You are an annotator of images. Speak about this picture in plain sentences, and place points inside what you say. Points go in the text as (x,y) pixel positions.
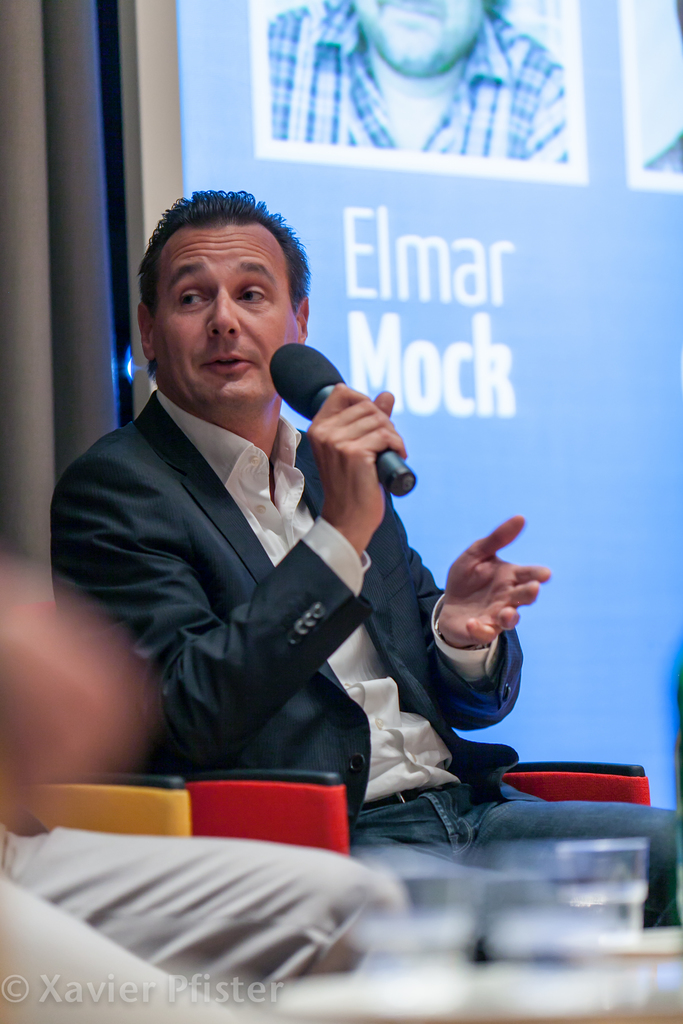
There is a man (434,835) sitting holding a microphone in his hand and speaking behind him there is a screen (672,638).
